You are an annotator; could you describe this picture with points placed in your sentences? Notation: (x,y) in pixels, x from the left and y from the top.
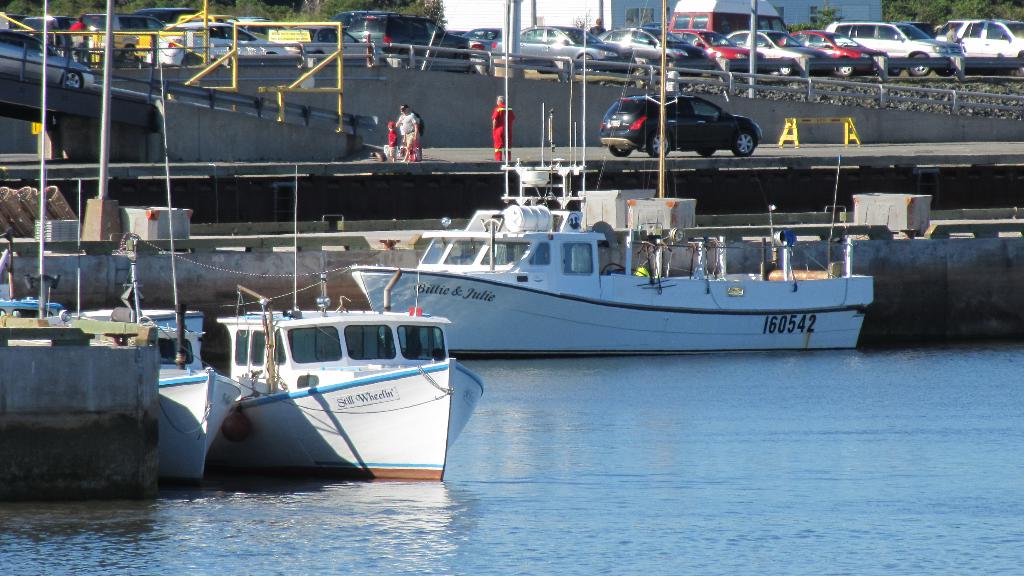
In this image on the water body (609,444) there are many boats (457,351). On the road (699,153) a car (637,144) is moving. There are few people (391,140) here. here there are many cars (402,24) parked in the parking lot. Few cars (721,45) are parked over here. In the background (626,12) there is building (855,15), trees (825,17).
